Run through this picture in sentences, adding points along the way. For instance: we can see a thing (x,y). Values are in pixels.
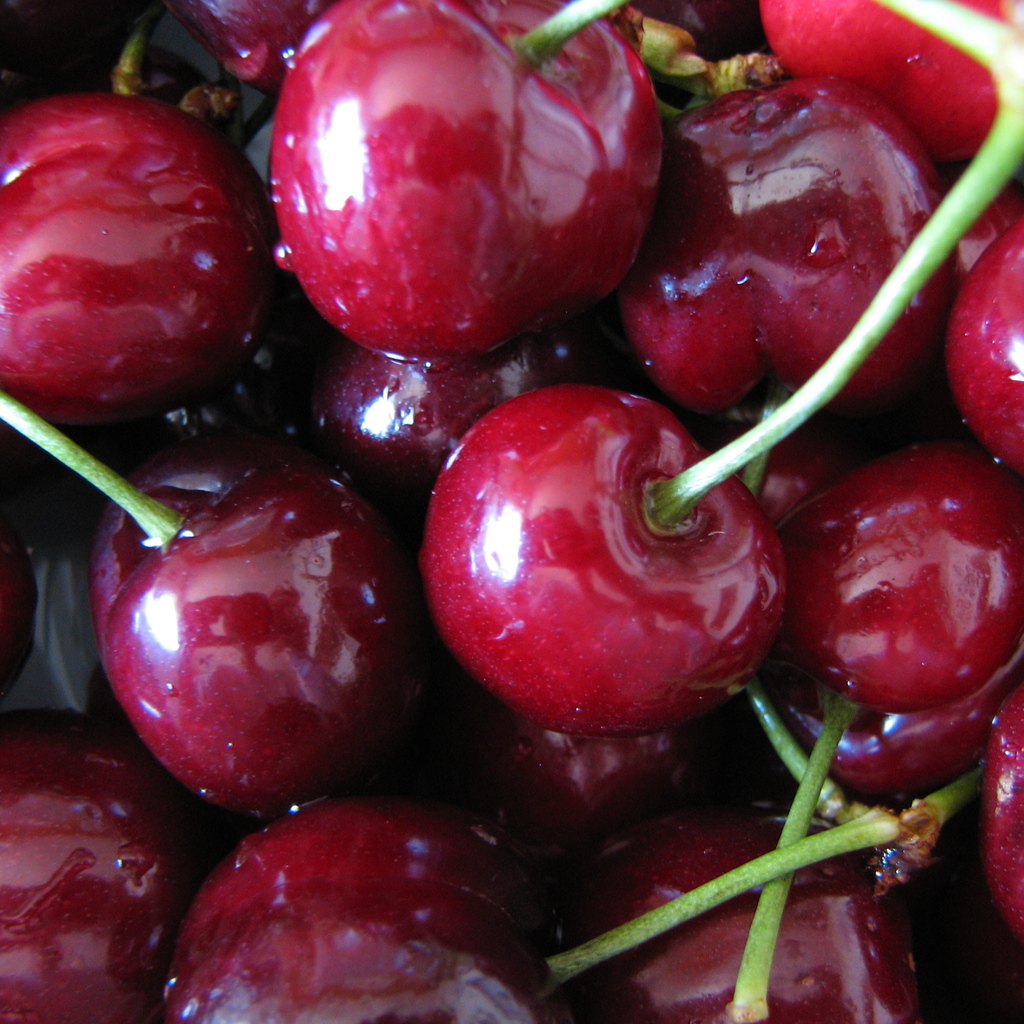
In this image I can see red color berries (507,501).
